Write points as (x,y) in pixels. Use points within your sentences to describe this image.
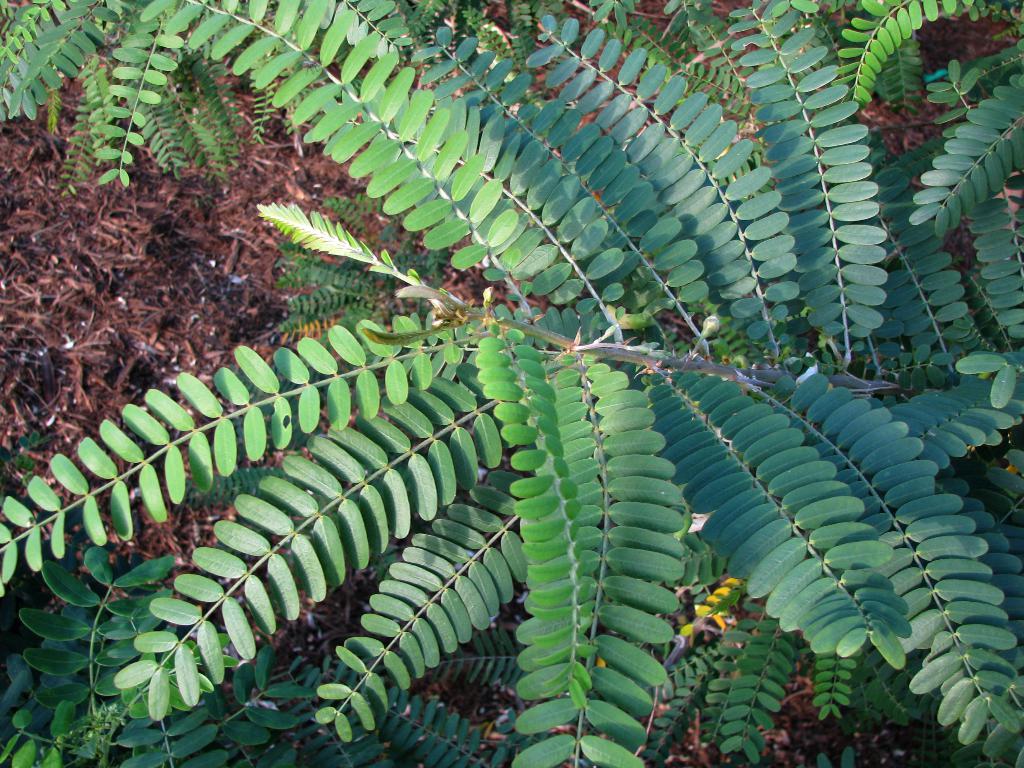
In this picture, we see a tree (486,365). On the left side (217,231), we see the twigs (169,272) of the soil (142,302) and it is in brown color.
